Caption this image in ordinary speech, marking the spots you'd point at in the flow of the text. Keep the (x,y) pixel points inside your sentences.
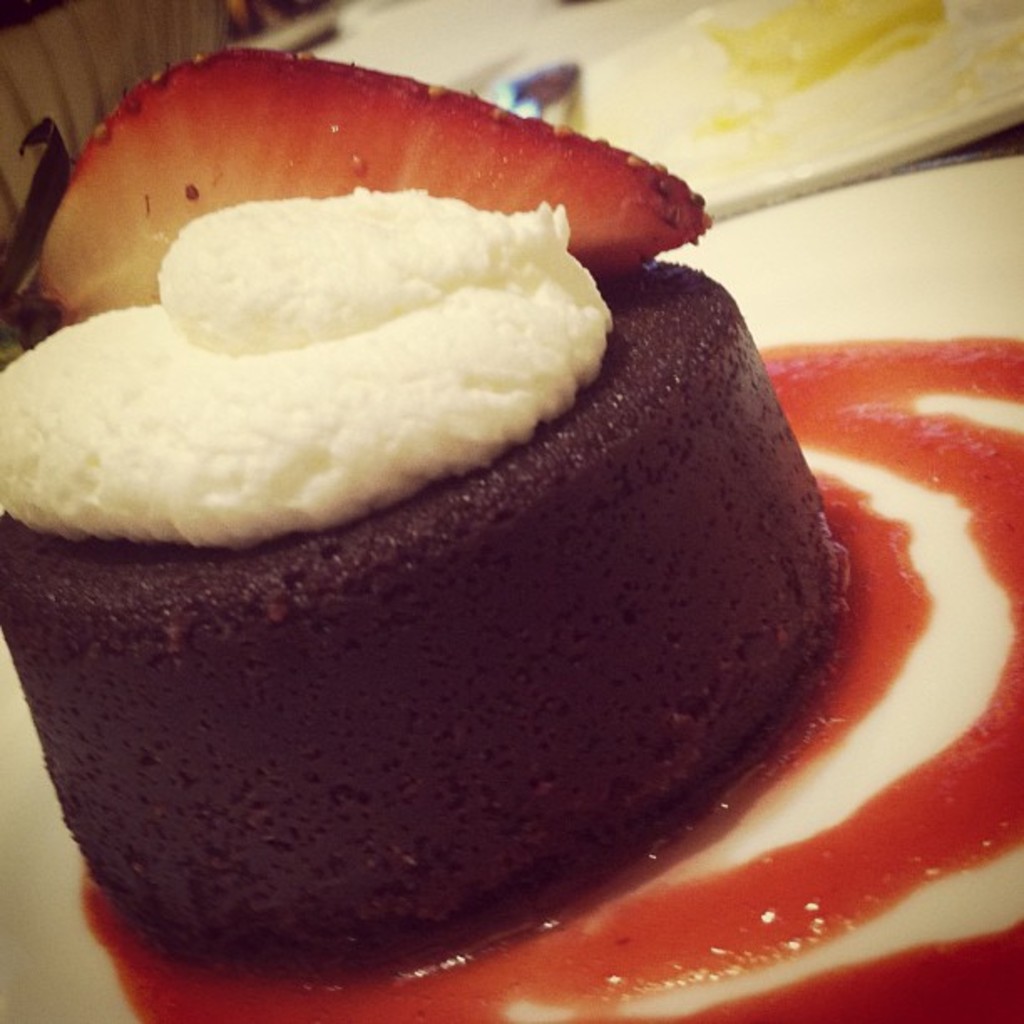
In this image we can see a plate (842,258) with food item (852,549).
